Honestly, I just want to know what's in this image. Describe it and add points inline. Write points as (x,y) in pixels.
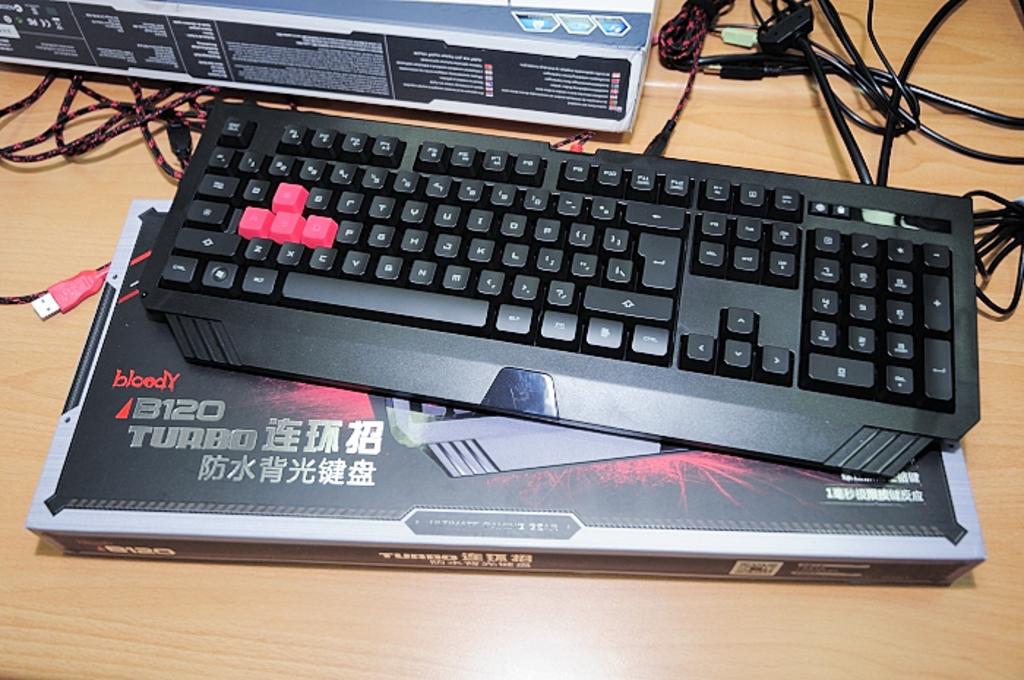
In this image there is a keyboard (511,335) on the keyboard box (383,509). At the top (111,65) there is another box (501,64) on the table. Beside the box (298,68) there are wires (845,113) and USB cables (90,282).
